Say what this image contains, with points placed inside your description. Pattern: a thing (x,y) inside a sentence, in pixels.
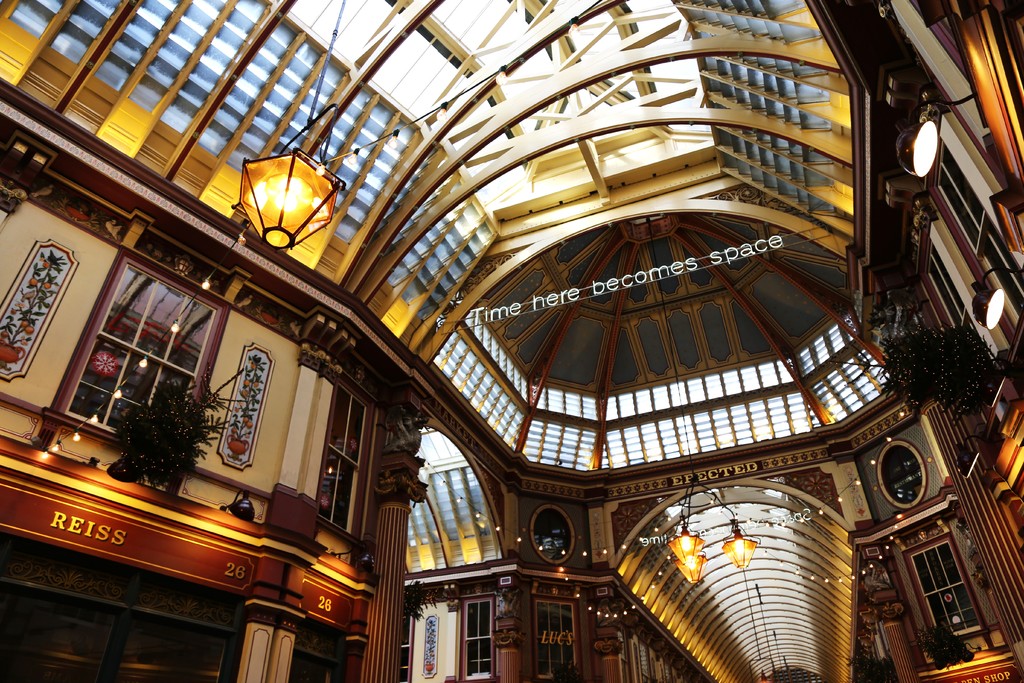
In this image we can see a roof (630,263), lights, pillars (601,653), windows (552,614), walls (986,453) and plants (175,425). In the middle of the image (497,306), we can see some text (695,270).
